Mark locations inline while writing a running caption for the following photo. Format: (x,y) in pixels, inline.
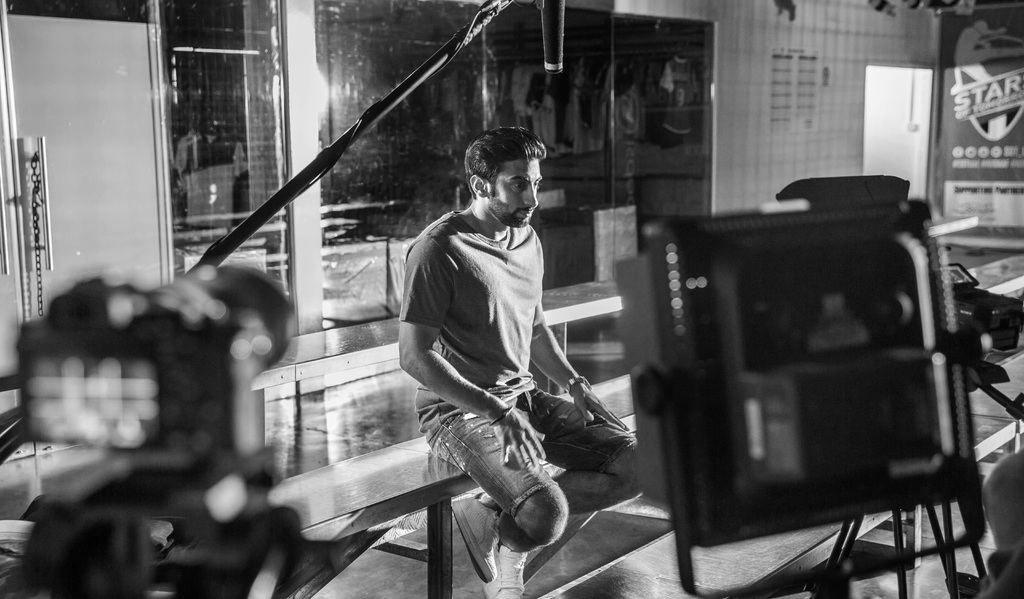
In this image I can see the black and white picture in which I can see a camera (115,407), few other equipment (892,415), a black colored rod (445,57), a person (501,161) sitting on a bench (445,478) and the floor (587,529). In the background (115,150) I can see the door (140,206), the wall (846,124), a microphone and the glass window (395,142).
